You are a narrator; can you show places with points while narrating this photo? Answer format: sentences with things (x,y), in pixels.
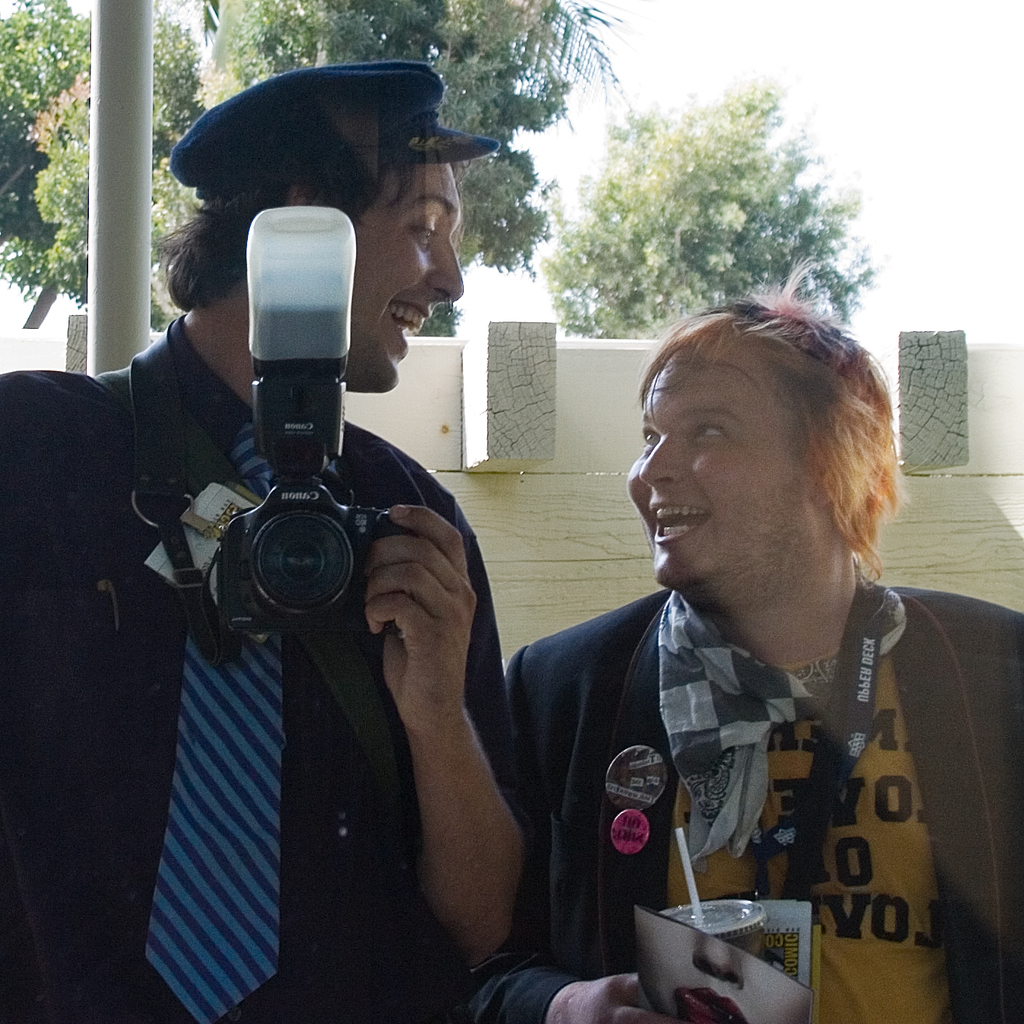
In this picture there is a man (381,192) who is holding a camera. Beside him there is another man (728,868) who is holding the cappuccino (692,912) and some papers (711,999). Behind them I can see the wall partition (582,497). On the left (112,270) there is a pole (114,261). In the background (755,185) I can see some trees (594,199). In the top right (859,229) I can see the sky (786,39).
